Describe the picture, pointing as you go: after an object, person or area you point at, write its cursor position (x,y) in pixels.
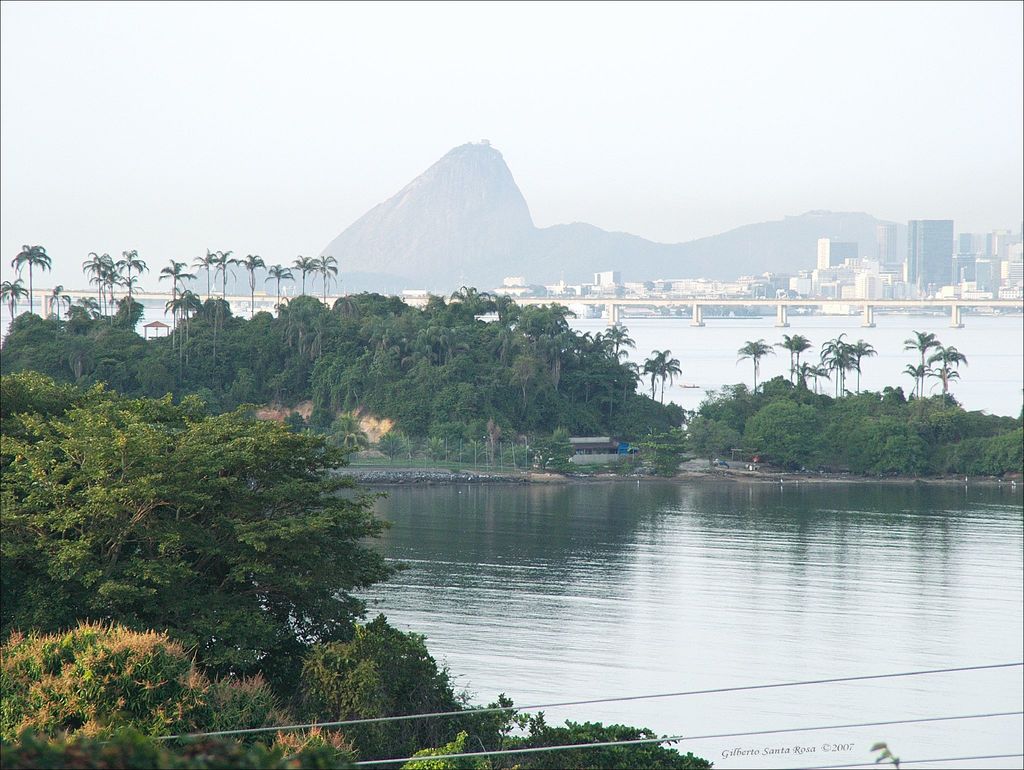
In this image I can see the water (601,586). To the side of the water (568,599) there are many trees (327,410). In the back (572,310) I can see the bridge (724,301), many buildings (803,288), mountains (484,150) and the sky (443,79).
